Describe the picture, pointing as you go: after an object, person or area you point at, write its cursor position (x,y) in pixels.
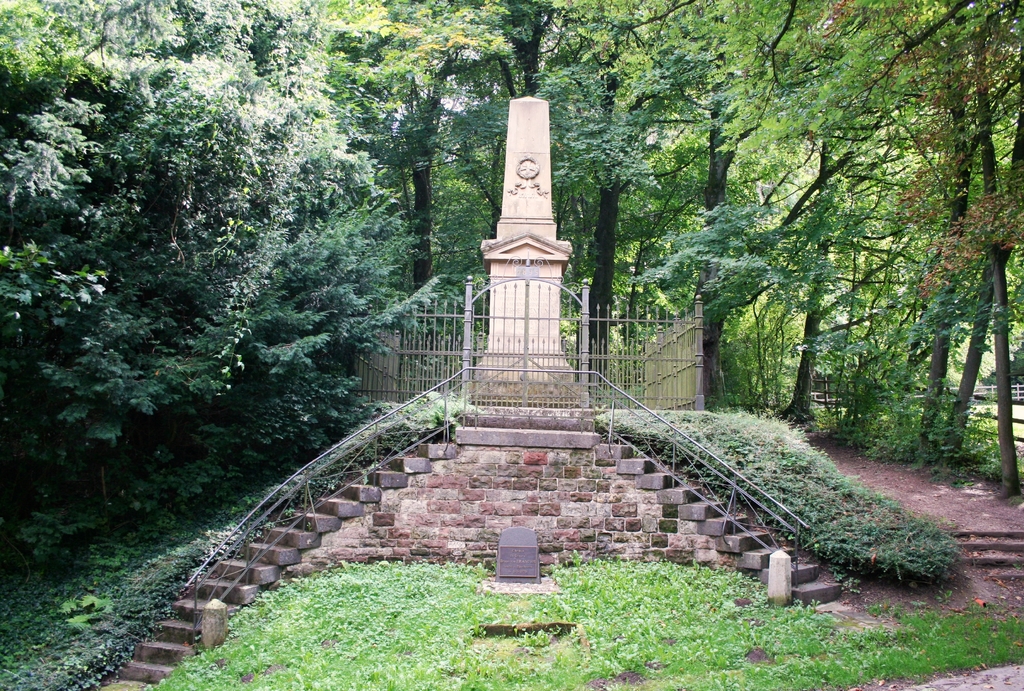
In this picture we can see a memorial (508,260), steps (470,419), grass (729,674), trees (976,366) and fences (444,352).
